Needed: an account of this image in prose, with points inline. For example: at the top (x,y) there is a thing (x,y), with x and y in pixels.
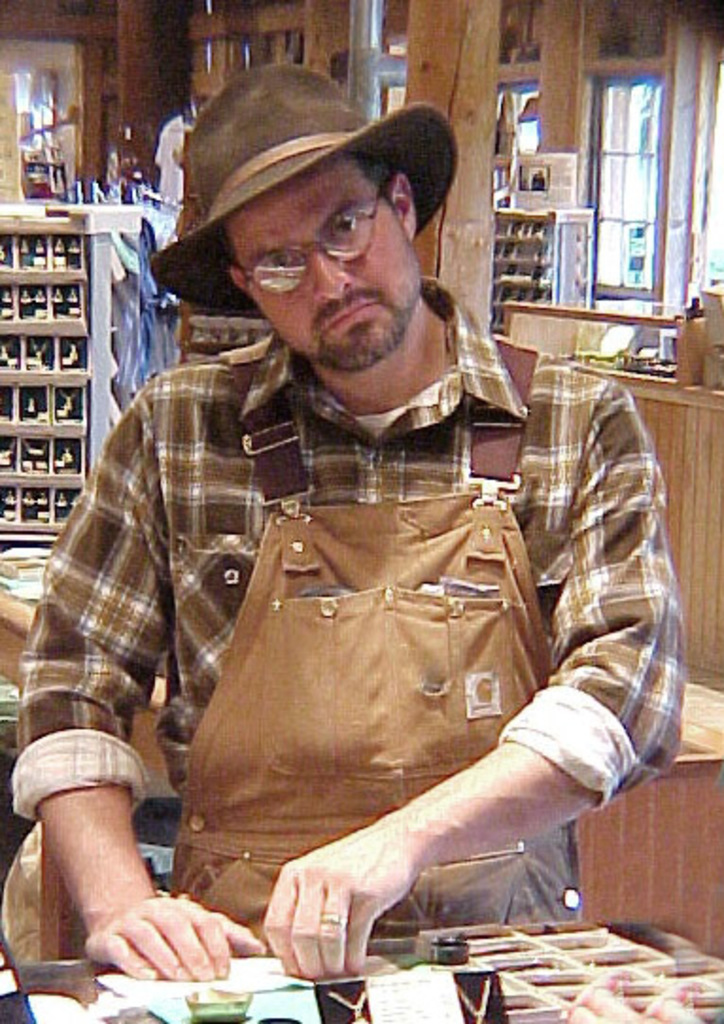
Here we can see a man (307,511). He wore spectacles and a cap (309,70). There are some objects (455,961) on a table (604,966). In the background (12,455) we can see bottles (58,292) on the racks (85,278), poles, and windows (646,212).
